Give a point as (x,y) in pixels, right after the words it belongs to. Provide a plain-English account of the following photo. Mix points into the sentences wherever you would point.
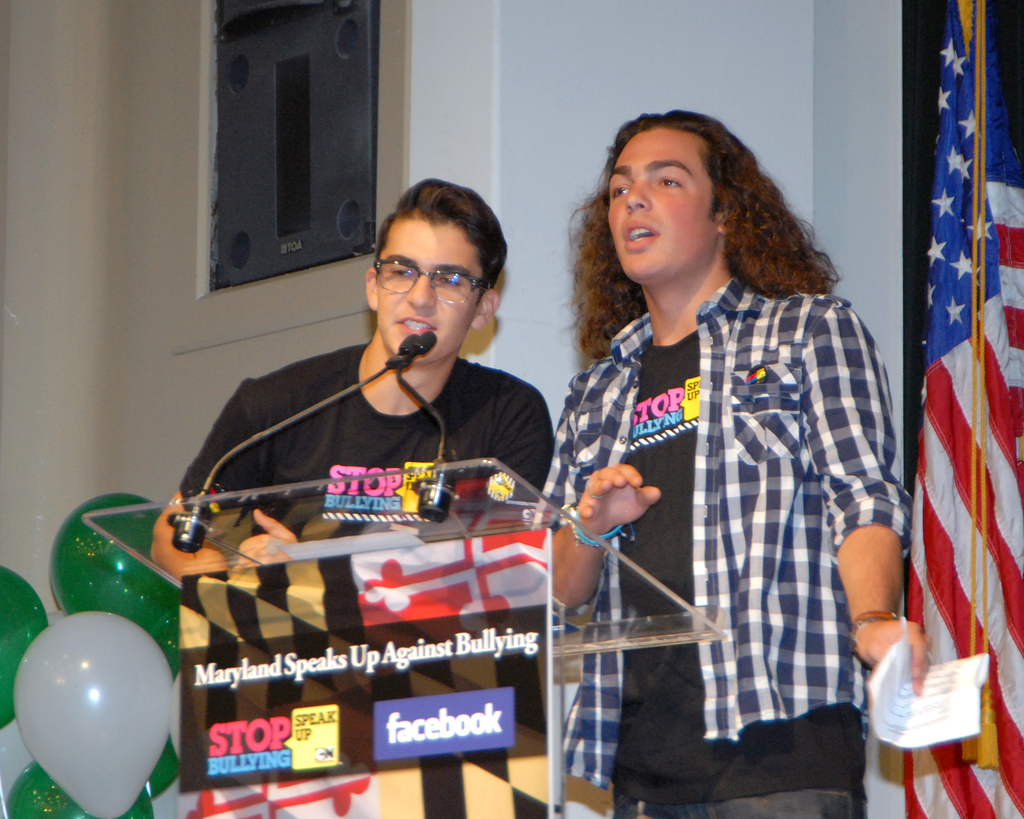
This image is taken indoors. In the background (519,260) there is a wall (101,328). On the left side of the image (90,684) there are a few balloons (95,702). On the right side of the image (971,328) there is a flag (955,443). In the middle of the image (371,528) there is a podium (346,597) with two mics (349,394) on it and there are a few boards (311,706) with text (321,714) on them.
